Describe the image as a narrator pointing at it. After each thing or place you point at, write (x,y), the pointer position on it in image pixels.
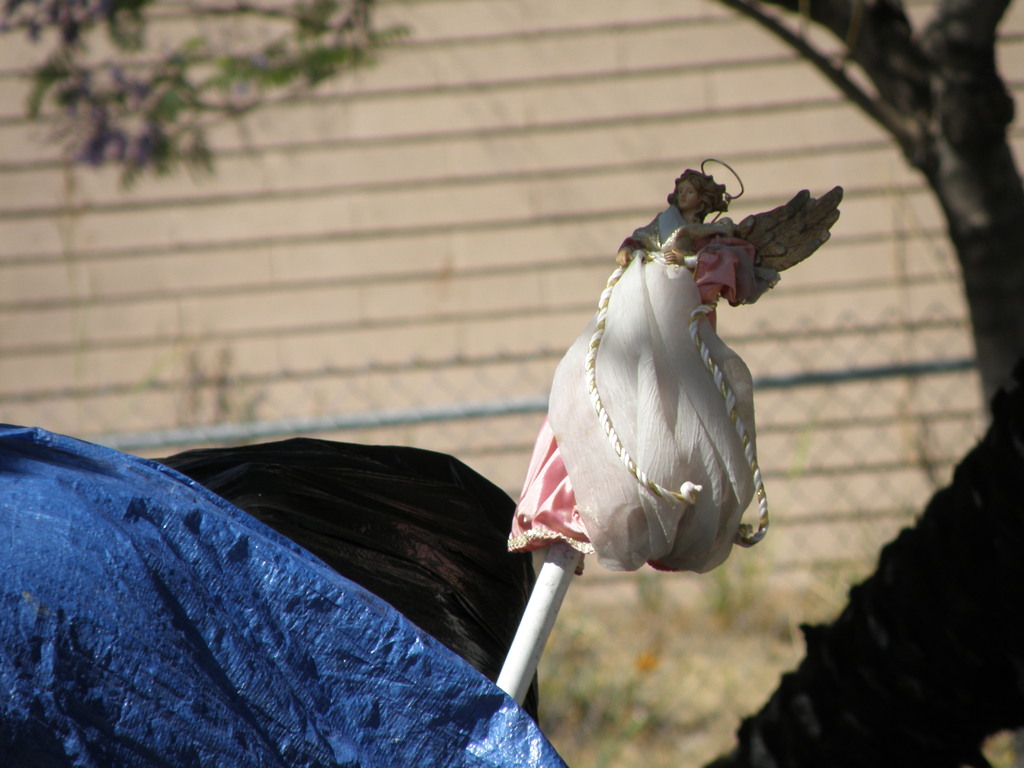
In this image in front (285,574) there are covers (421,529). There is a doll (601,380) attached to the stick (544,573). On the right side of the image (975,513) there is a tree (995,251). In the background of the image (281,200) there is a wall (345,268). There is a metal fence (829,443).
